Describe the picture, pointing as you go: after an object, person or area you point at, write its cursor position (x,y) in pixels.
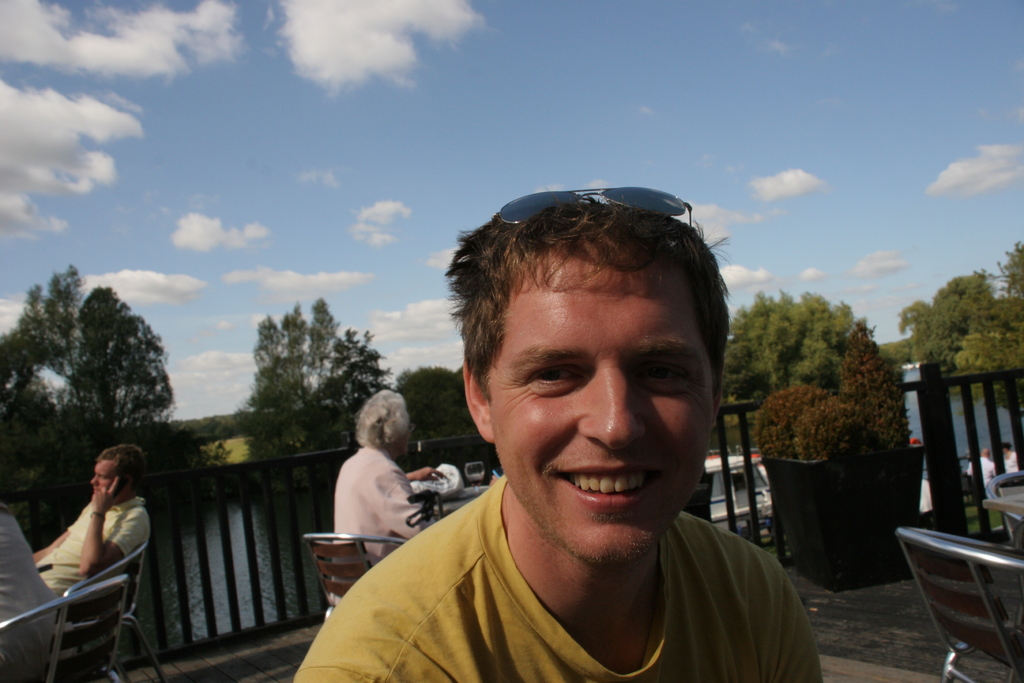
On this photo there are many chairs (312,557) and tables (1005,502). In the middle (569,340) one person (571,524) wearing a yellow t shirt (702,611) is smiling, sunglasses (602,192) is on his head (601,253). Behind him many people (105,492) are sitting on chair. There is a fence (944,492) around the roof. In the right (906,496) there is a plant pot (881,503). In the background (312,394) there are many trees (274,370). There is a river (215,598) in the background (197,603). The sky (75,192) is cloudy.
